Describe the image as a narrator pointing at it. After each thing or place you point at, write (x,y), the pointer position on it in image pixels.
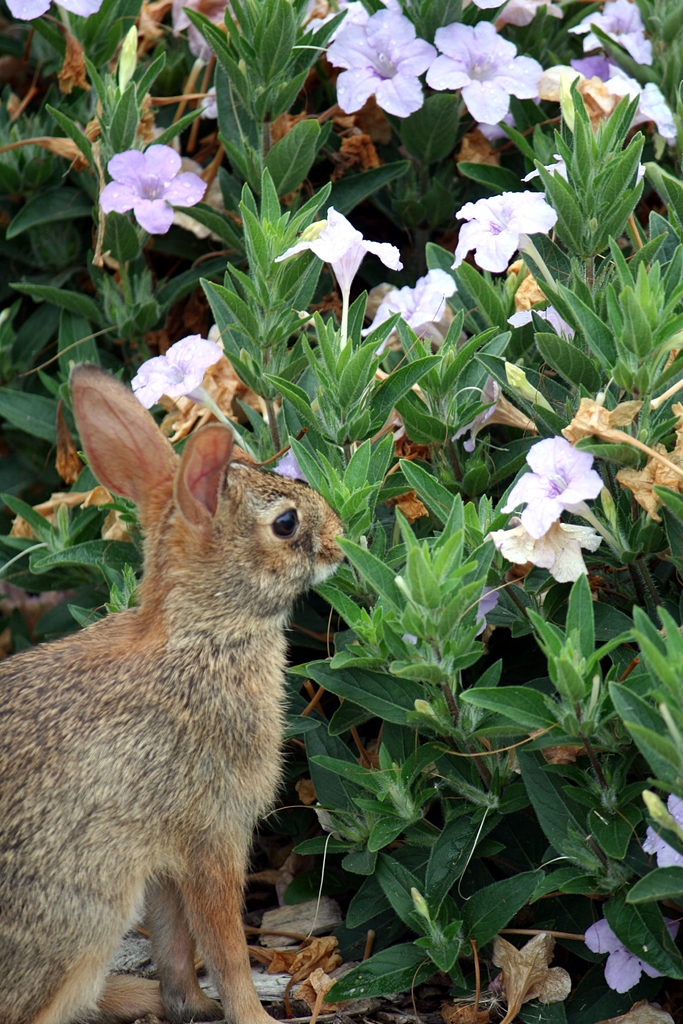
In this image, we can see an animal (131,761) and there are some plants (506,642), we can see some flowers (208,11).
